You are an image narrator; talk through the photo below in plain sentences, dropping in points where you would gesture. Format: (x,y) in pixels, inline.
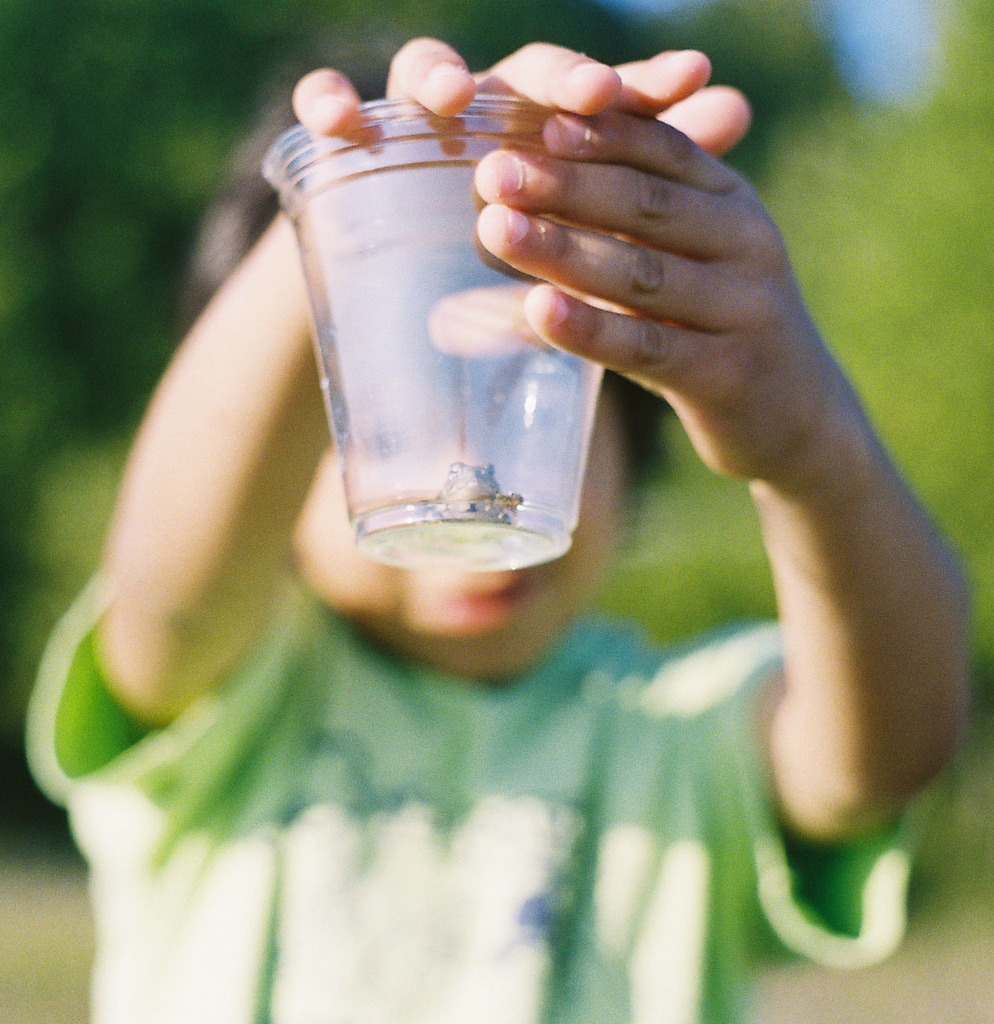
This picture shows a boy (284,223) holding a glass (396,314) in his hands (615,241) and we see trees (687,34) on the back (960,12) and he wore a green color t-shirt (450,724).
